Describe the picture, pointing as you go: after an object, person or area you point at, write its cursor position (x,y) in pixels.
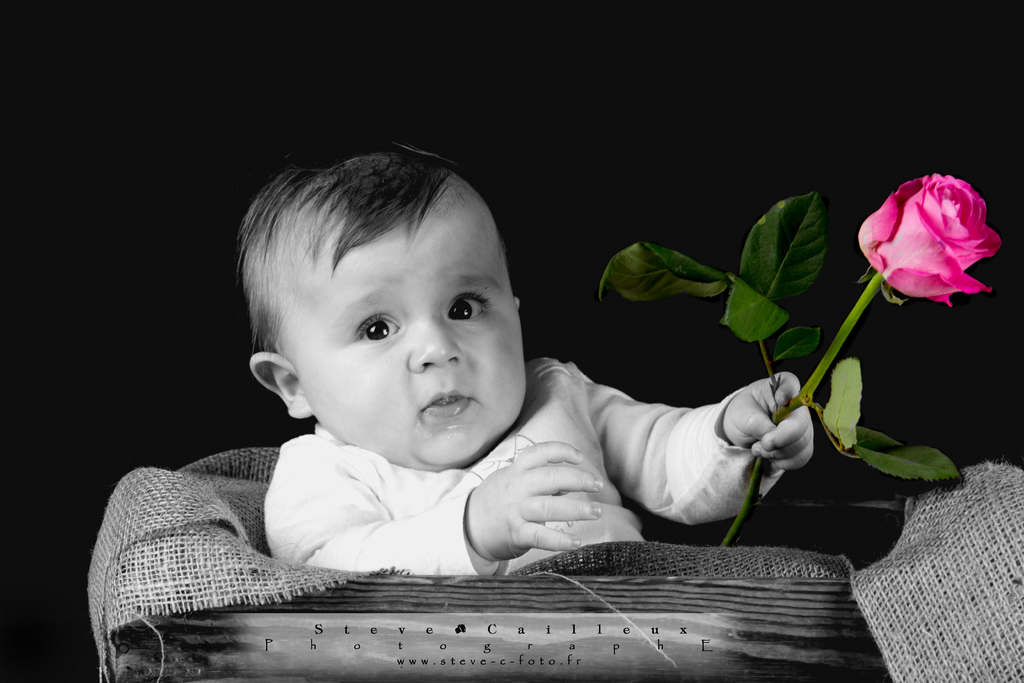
In this image, we can see a kid (704,457) holding a rose (879,252). We can also see some jute (919,650) and an object (361,662) with some text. We can see the dark background (88,430).
